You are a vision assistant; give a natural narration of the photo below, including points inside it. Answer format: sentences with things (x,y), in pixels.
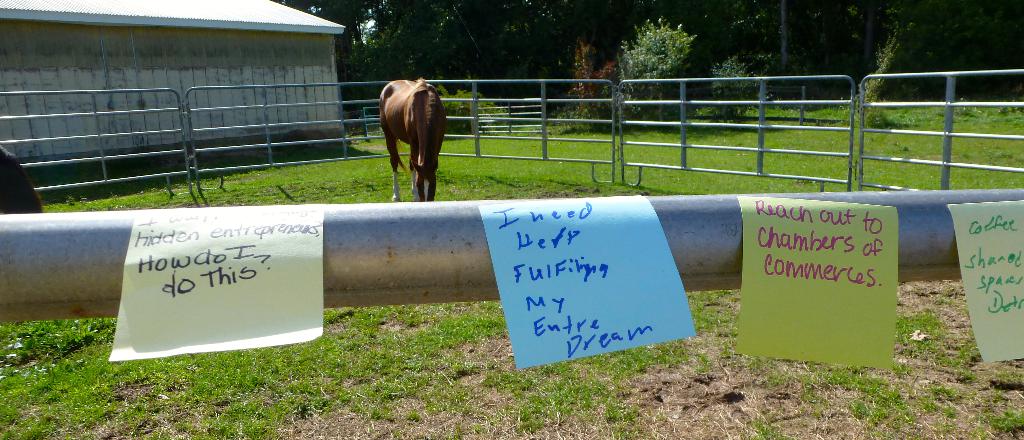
There is an animal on the ground (429,371). Here we can see a fence (371,236), shed (272,100), grass (552,178), posters (611,260), and plants (728,98). In the background (800,49) there are trees (597,49).
